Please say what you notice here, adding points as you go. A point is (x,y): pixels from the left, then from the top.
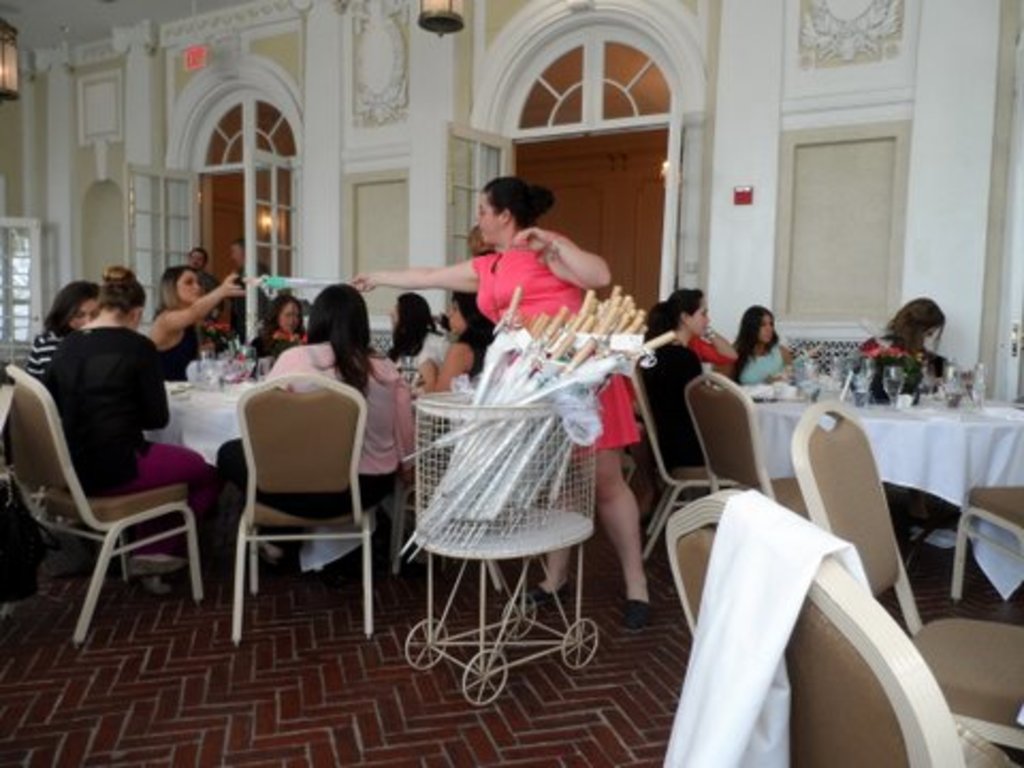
Here we can see a group of people (687,423) sitting on chairs (325,461) with tables (945,411) in front of them having glasses (866,393) and plates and in the center (591,279) there is a woman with a trolley (532,541) handing something to another woman (185,299) and behind them we can see doors (209,198) present.
